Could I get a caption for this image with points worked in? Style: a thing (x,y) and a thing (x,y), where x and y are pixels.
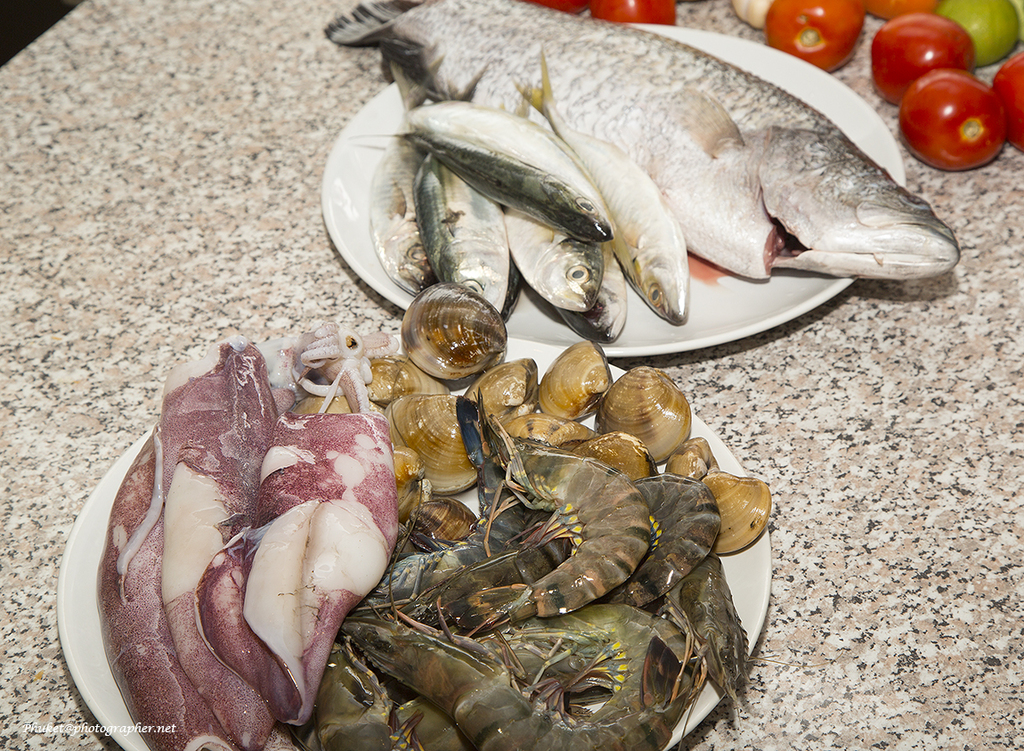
In this image, we can see sea food (396,232) on the plates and there are some vegetables (841,27) on the table (38,471). At the bottom (49,723), there is some text (52,727).
